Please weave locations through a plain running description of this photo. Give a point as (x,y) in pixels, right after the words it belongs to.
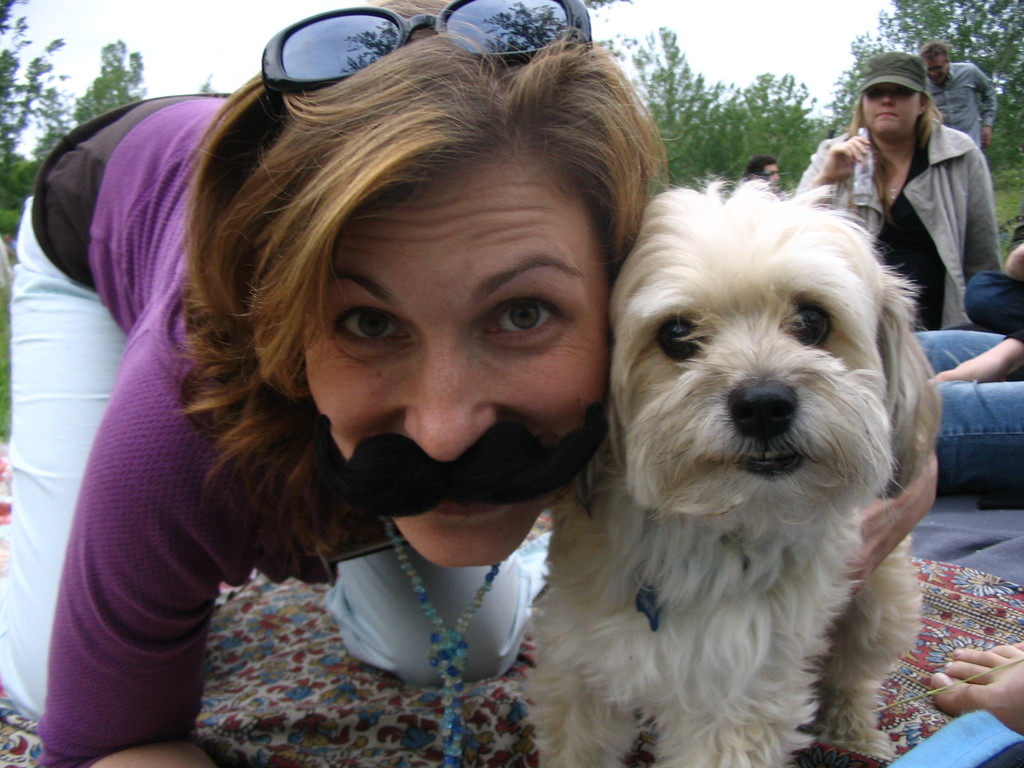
There is a woman (225,314) in the given picture with a dog (712,475) beside her. She is wearing Spectacles (329,48) on her head (466,54). In the background (860,215) there is another woman (904,185) sitting. And we can observe some trees (727,107) and sky (760,39) here.
